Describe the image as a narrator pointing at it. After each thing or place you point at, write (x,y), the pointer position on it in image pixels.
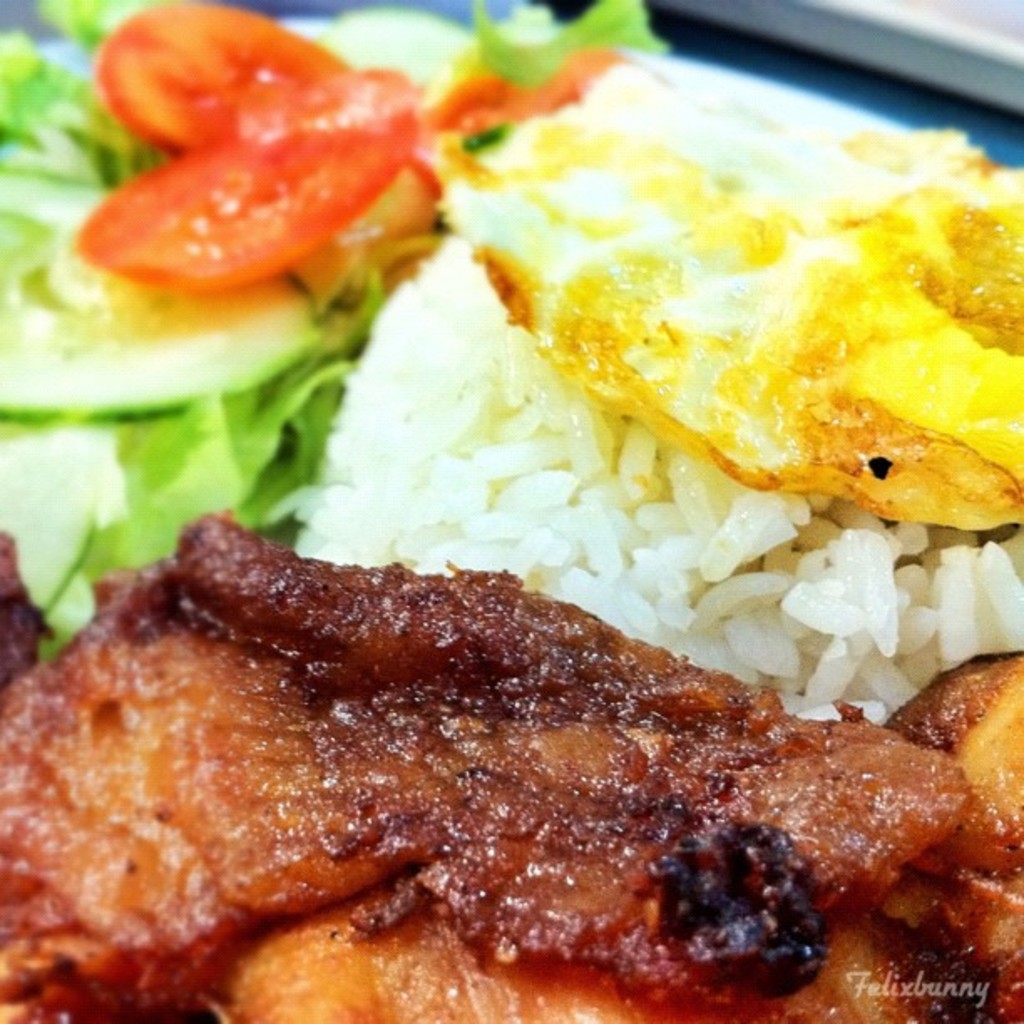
In this image I can see the food (473,555) in brown, white, yellow, red and green color.
